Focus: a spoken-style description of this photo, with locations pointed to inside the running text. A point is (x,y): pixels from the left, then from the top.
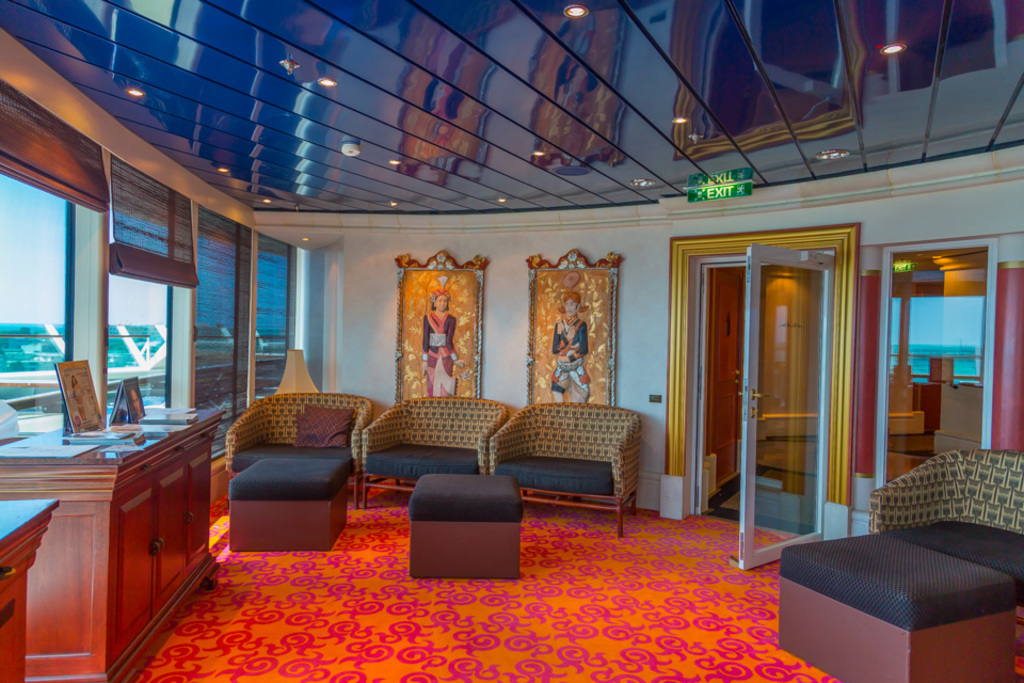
In this image there are couch (500,432), pillow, frames (402,342) attached to wall (633,281), sculptures (570,389), door (811,269), exit board (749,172), ceiling lights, a cupboard (97,526), frame (131,396), and a carpet (408,557).
